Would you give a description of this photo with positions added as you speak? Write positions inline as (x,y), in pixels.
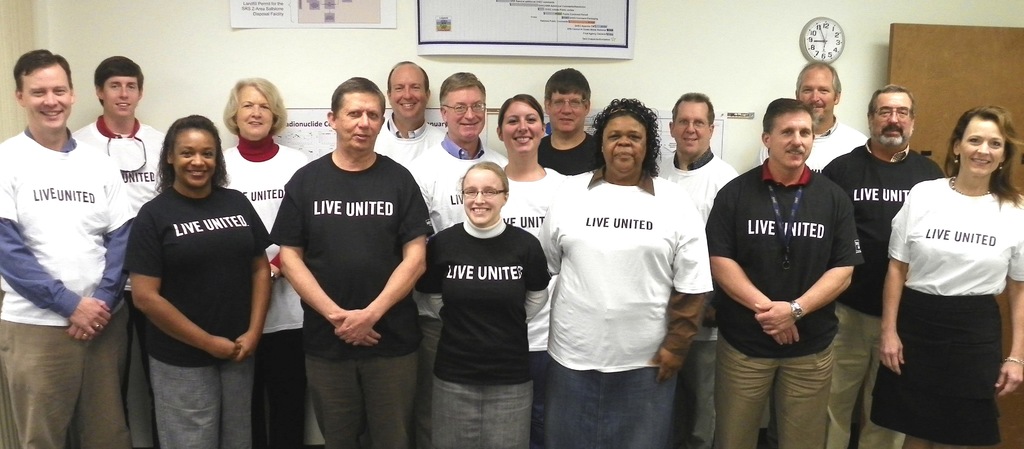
This image is taken indoors. In the background (183,71) there is a wall (346,34) with a poster (312,24), a banner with text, a clock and a door (953,45). In the middle of the image (639,152) a few men (376,132) and women (997,209) are standing on the floor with smiling faces (63,85). They have worn T-shirts (572,252), which are white and black in color.
